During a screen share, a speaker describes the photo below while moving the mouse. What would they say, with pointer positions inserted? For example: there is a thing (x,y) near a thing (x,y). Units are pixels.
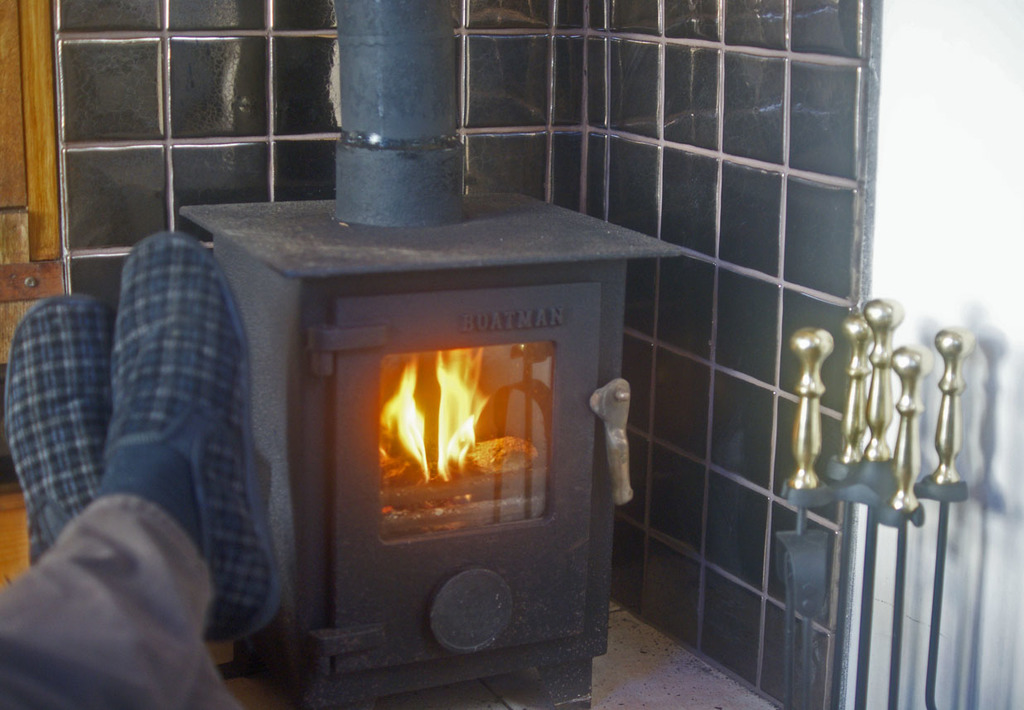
In this image I can see in the middle (343,455) it looks like a wood burning stove (414,483), on the left side (225,373) there are human legs (212,485), on the right side (809,414) it looks like iron rods (913,435).
